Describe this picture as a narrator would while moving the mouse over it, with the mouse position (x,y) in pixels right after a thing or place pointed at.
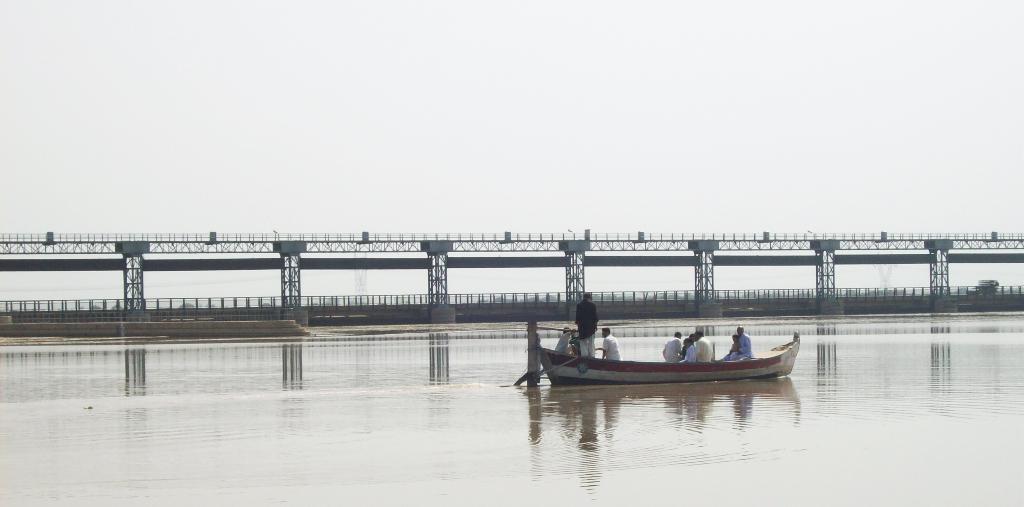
In the center of the image (564,338) there are persons (734,355) in the boat (735,369) sailing on the river (547,449). In the background (962,299) we can see bridge (358,264), water (828,429) and sky (499,98).
